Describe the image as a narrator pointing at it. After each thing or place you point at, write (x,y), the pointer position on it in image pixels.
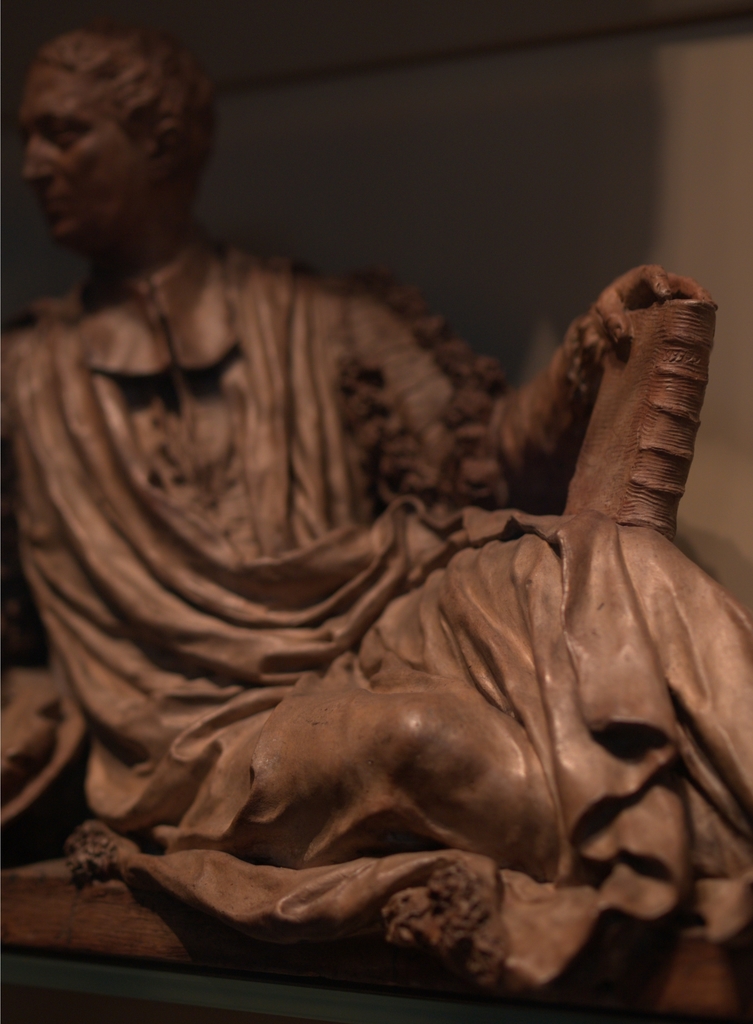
In this image we can see a sculpture (328,629), it is in brown color, at the back (487,304) there is a wall (426,285).
